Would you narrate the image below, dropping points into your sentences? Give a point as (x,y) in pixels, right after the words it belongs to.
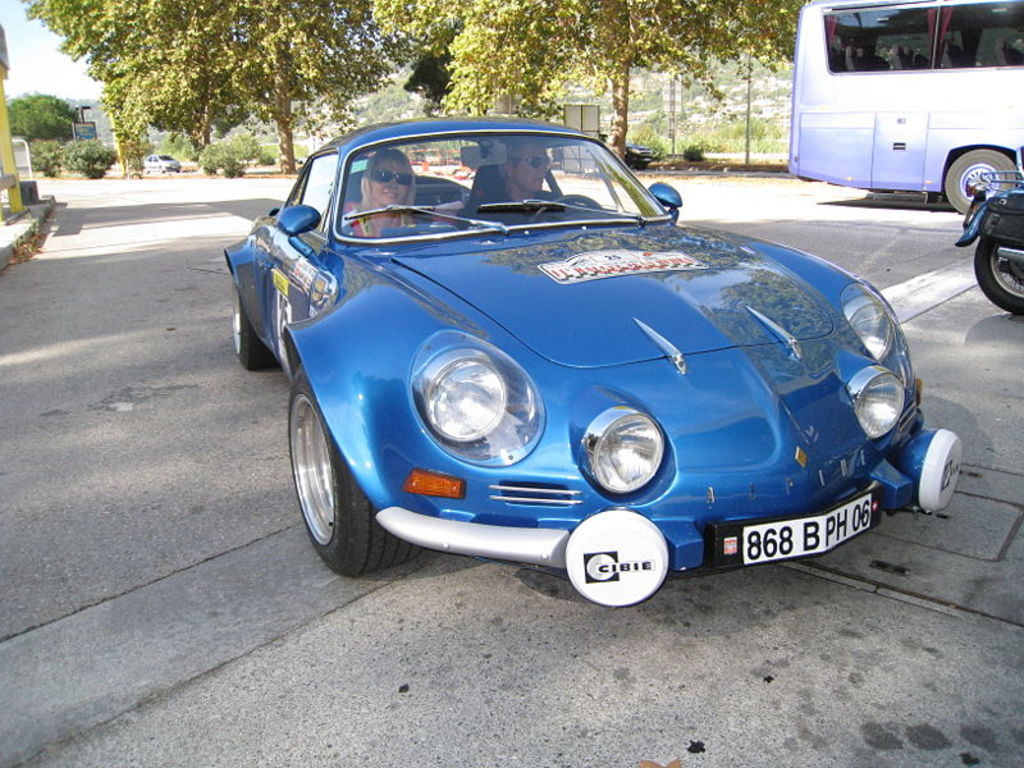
There is a man (540,196) and a woman (356,209) in a car (463,264) in the foreground area of the image (778,312), there is a bus (951,47) and a bike (1008,242) on the right side (1002,256), there is a vehicle (168,171), trees (38,107), posters (83,130), it seems like a mountain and the sky (64,96) in the background (308,105).
